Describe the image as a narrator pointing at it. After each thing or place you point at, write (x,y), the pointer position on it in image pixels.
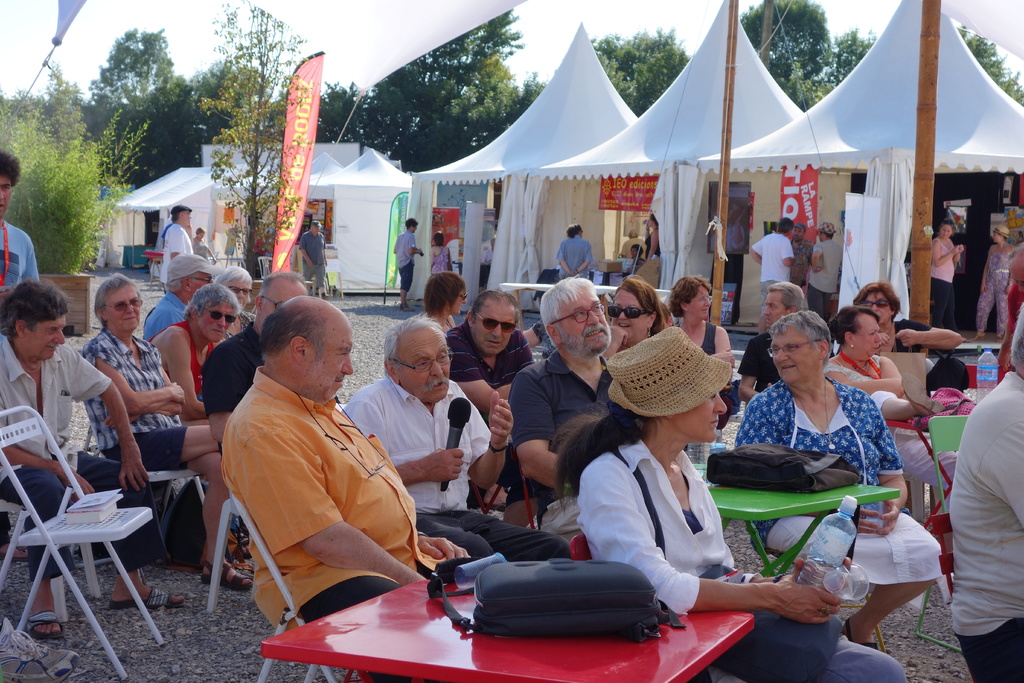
Here we can see a group of people (921,414) who are sitting on a chair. Here we can see a person (423,331) holding a microphone (450,408) and he is speaking. In the background (374,239) we can see a tent (528,170) and trees (215,85).
